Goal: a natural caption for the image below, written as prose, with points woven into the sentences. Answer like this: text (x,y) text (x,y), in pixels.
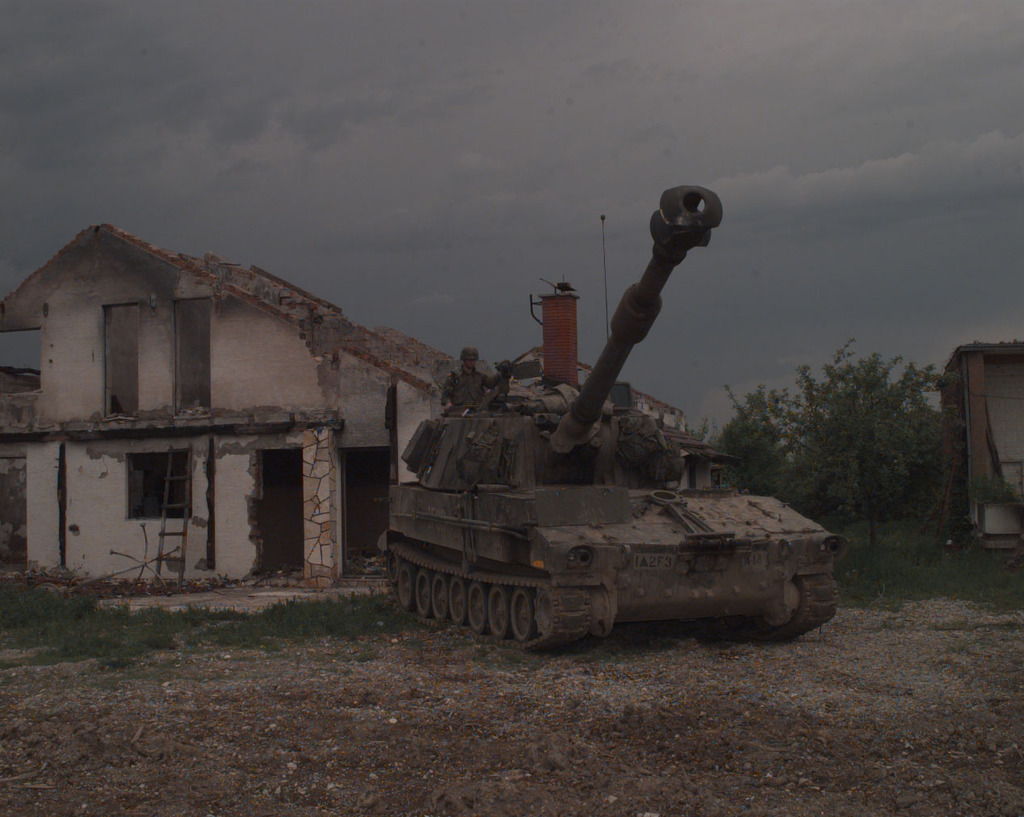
In the middle of the picture (464,426), we see a man (476,375) riding the military tank (608,414). At the bottom (503,709), we see the stones (281,728) and the grass (277,633). On the right side (911,478), we see a building (1009,453) and the trees (915,497). On the left side (153,495), we see a ladder (166,504) and a building (256,440) in white color. In the background (559,312), we see a tower (554,332) and a pole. At the top (425,105), we see the sky (471,102) and the clouds (817,180).
